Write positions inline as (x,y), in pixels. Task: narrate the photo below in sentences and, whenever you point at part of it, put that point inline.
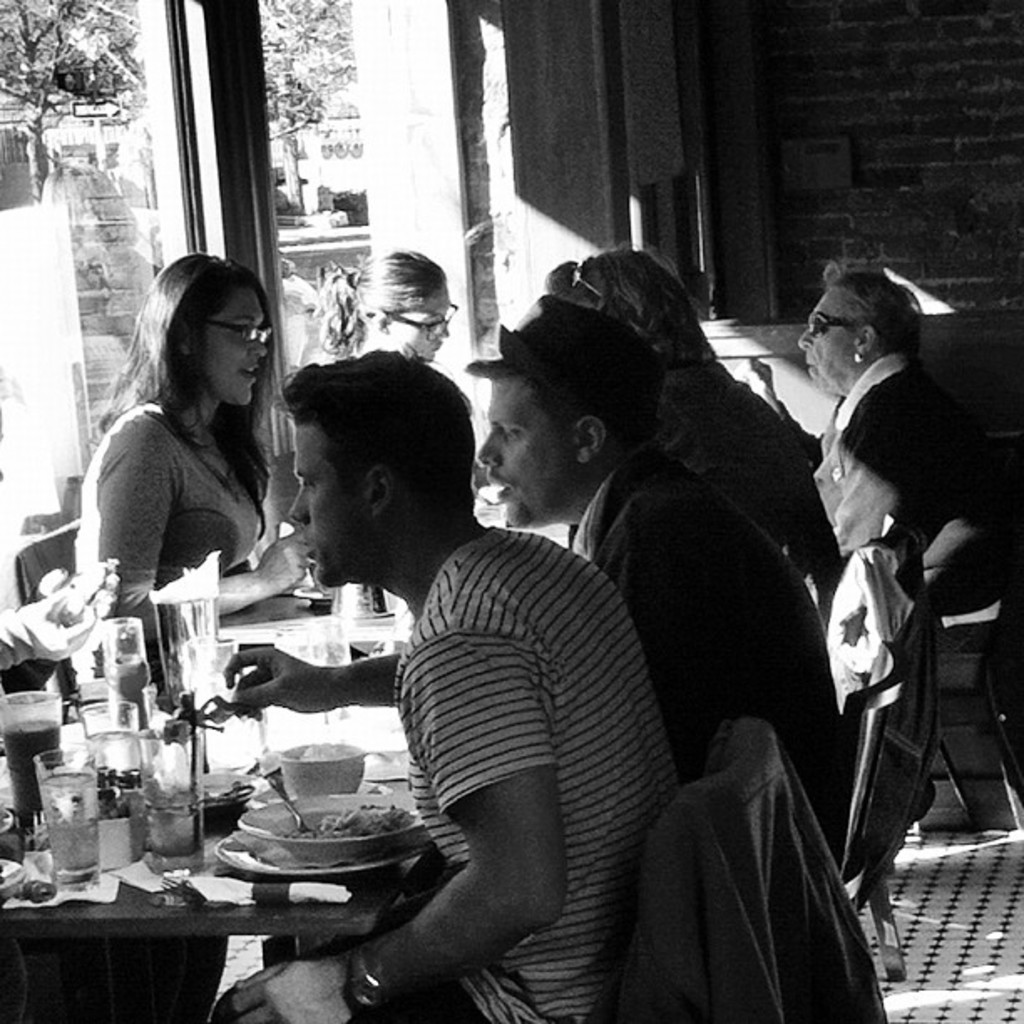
In the image we can see there are people (264,561) who are sitting on chair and on table (298,736) there are bowl (265,837) in which there are food item (359,818), juice glass (104,784) and the image is in black and white colour.
